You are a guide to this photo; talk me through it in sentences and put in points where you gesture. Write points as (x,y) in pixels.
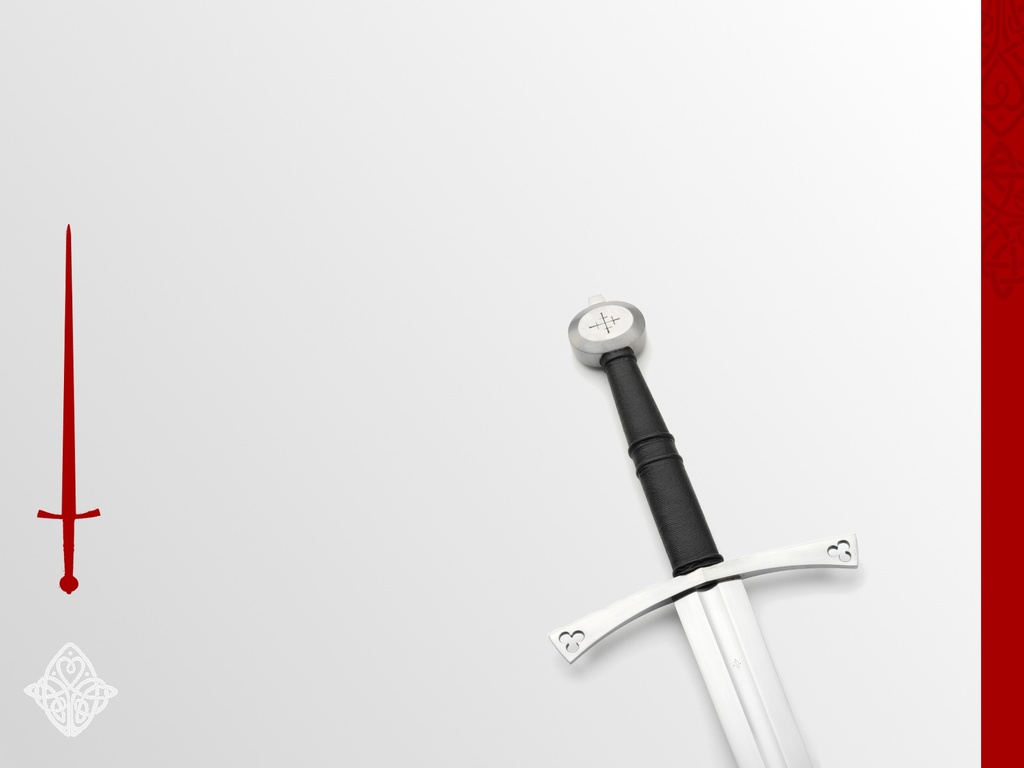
There is a sword (696,591) on a surface (380,285). There is a painting (71,500) of a red sword (67,263) at the left (75,582).
